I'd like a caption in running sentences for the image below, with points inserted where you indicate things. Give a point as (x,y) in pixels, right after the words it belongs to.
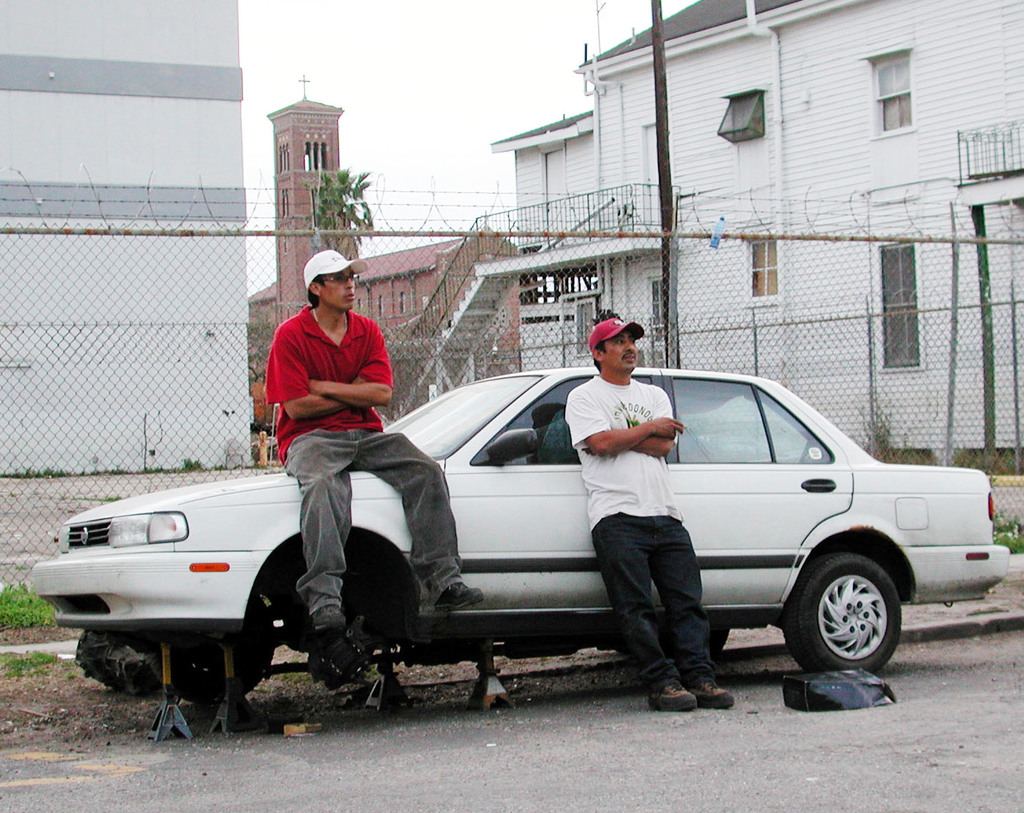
In this image we can see men (351,471) of them one is sitting on the motor vehicle (483,550) and the other is standing on the road (643,719). In the background (413,286) we can see iron mesh (167,322), buildings (867,28), staircase (551,234), railings (515,248), pipelines (588,89), trees (330,184) and sky (267,84).
